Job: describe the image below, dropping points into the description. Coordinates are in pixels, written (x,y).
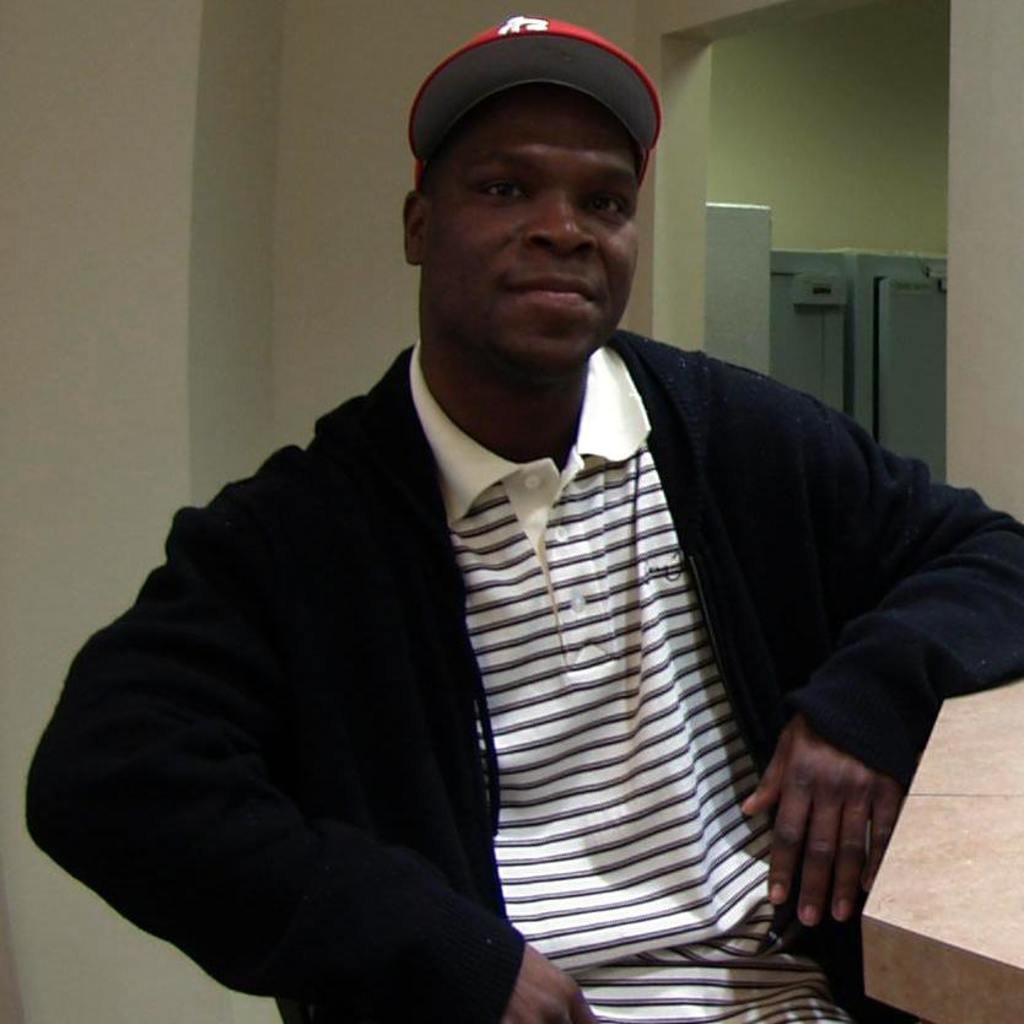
In this picture we can see a man (144,642) wearing a cap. He is giving a pose and smiling. In the background (594,1) we can see the walls (978,133) and closed metal panels (841,307). Those panels (841,307) are similar to a door.
